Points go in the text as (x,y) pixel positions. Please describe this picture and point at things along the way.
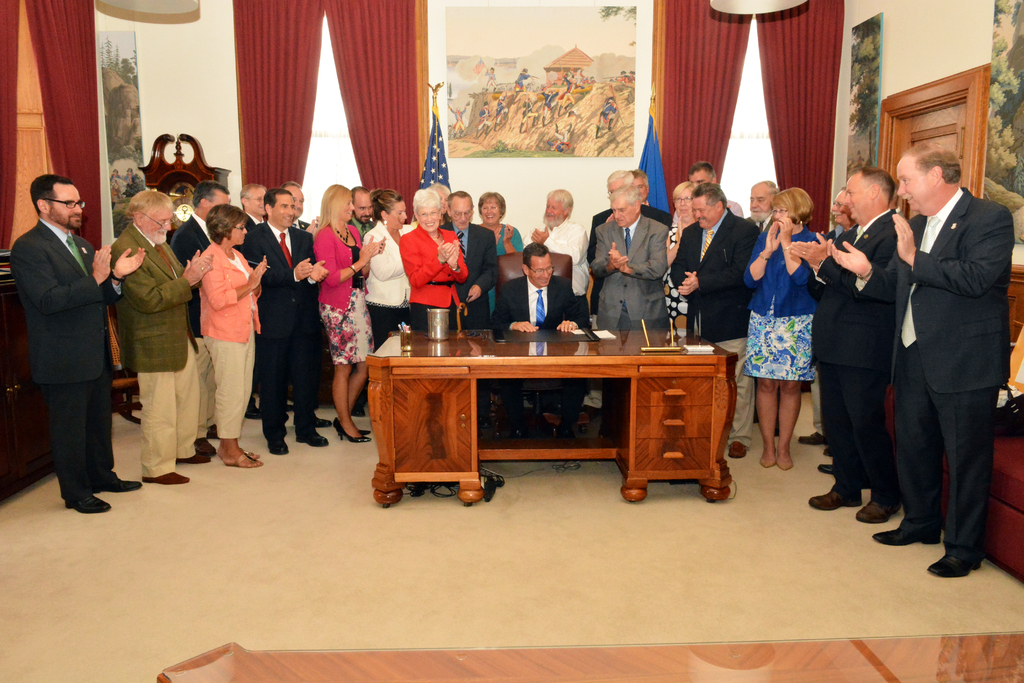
In the picture I can see a group (925,219) of standing on the floor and they are clapping. There is a man (509,405) sitting on the chair (500,268) is wearing a suit (554,304) and a tie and there is a smile on his face (547,282). I can see the wooden table (596,374) on the floor (528,466). In the picture I can see the photo frames (856,74) on the wall (215,133). In the background (776,99), I can see the curtains (779,69). There are two flag poles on the floor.
